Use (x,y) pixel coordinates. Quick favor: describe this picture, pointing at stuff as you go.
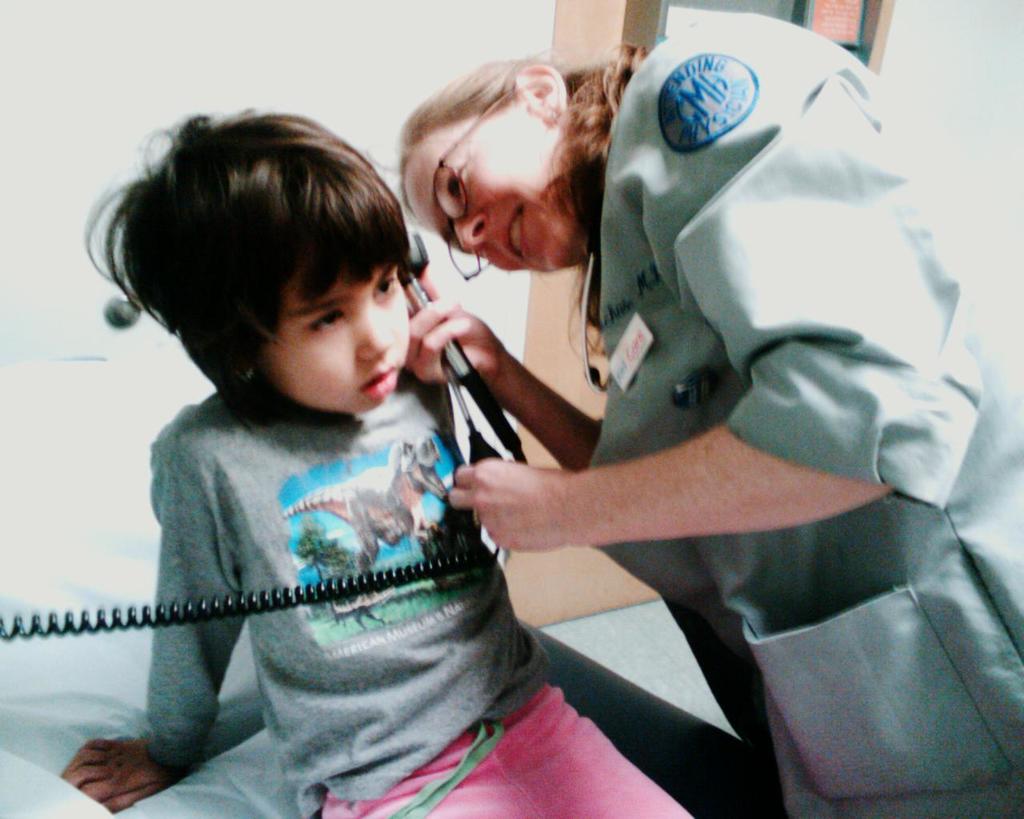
In this image we can see a woman (667,415) is standing, she is wearing grey color dress (845,625). In front of her one girl (418,670) is there who is sitting on white color thing (259,774) and she is wearing grey t-shirt (454,693) with pink pant (540,783) and the lady (537,430) is holding something (506,427) in her hand (512,495).
